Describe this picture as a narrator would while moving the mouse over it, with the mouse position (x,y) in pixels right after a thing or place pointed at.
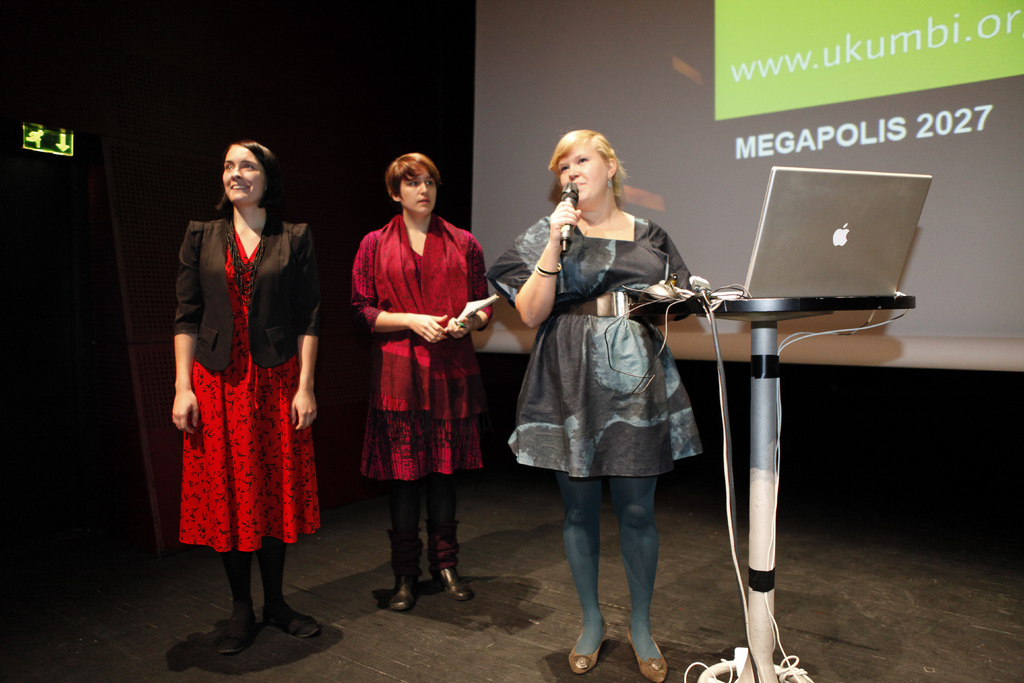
In this image we can see a lady (641,366) holding a mic (573,206). Near to her there are two ladies (313,261) standing. One lady (422,445) is holding something in the hand (466,317). There is a stand (779,318). On the stand (785,306) there is a laptop (766,261) and some other items (689,280). In the back (744,70) there is a screen (785,90) with text (834,63). On the left side (70,139) there is a sign board (44,143).
